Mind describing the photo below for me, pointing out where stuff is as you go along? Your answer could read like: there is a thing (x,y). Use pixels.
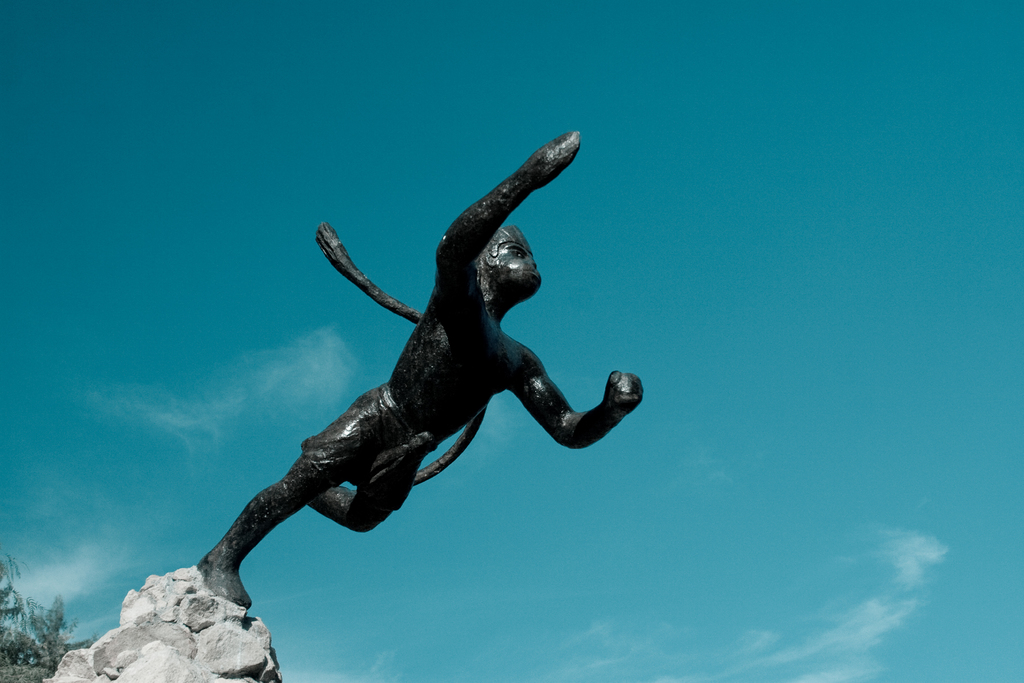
In this picture we can see a statue (492,328), stones (204,621), leaves (23,654) and in the background (497,452) we can see the sky (573,315).
